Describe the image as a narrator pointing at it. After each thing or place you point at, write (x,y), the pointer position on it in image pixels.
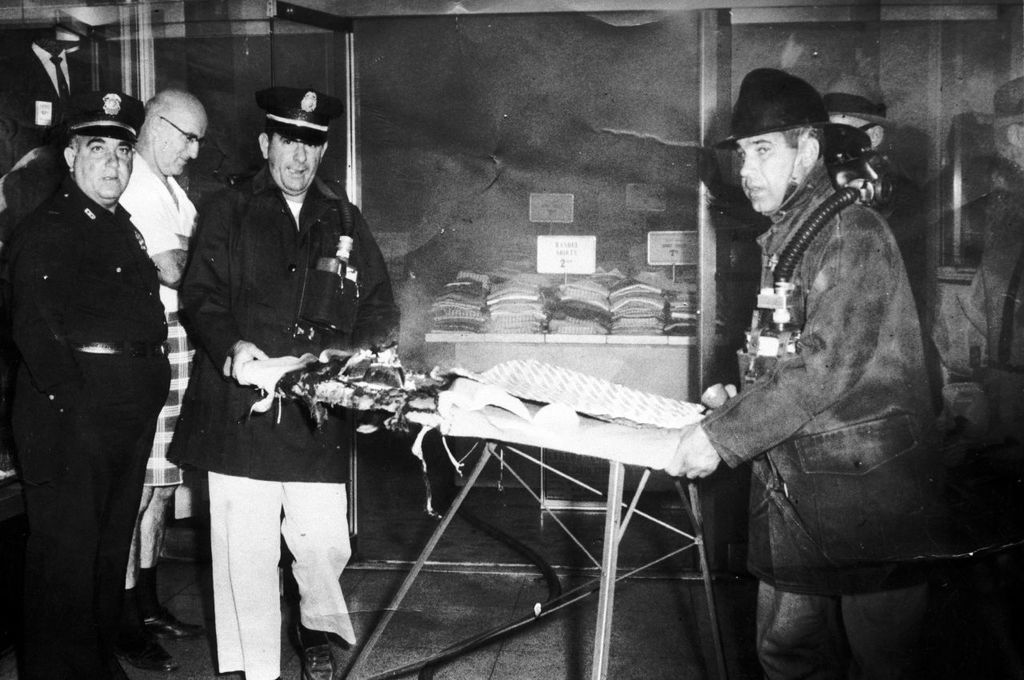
In this image we can see a black and white image. In this image we can see some persons (28,354), table (671,554) and other objects (680,441). In the background of the image (556,186) there is a wall (575,92), name boards (562,213) and other objects (710,36).
